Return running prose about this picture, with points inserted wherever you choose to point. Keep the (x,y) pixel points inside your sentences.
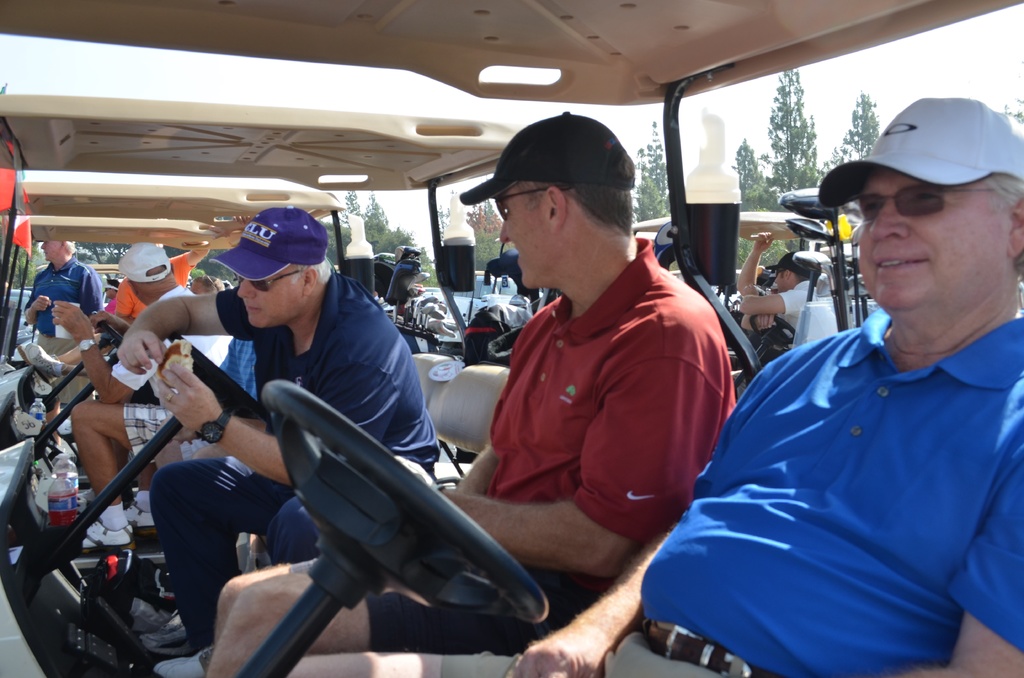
The picture consists of many vehicles (101,225) and people (609,281). In the background (450,213) there are trees (804,125) and sky (811,89).
